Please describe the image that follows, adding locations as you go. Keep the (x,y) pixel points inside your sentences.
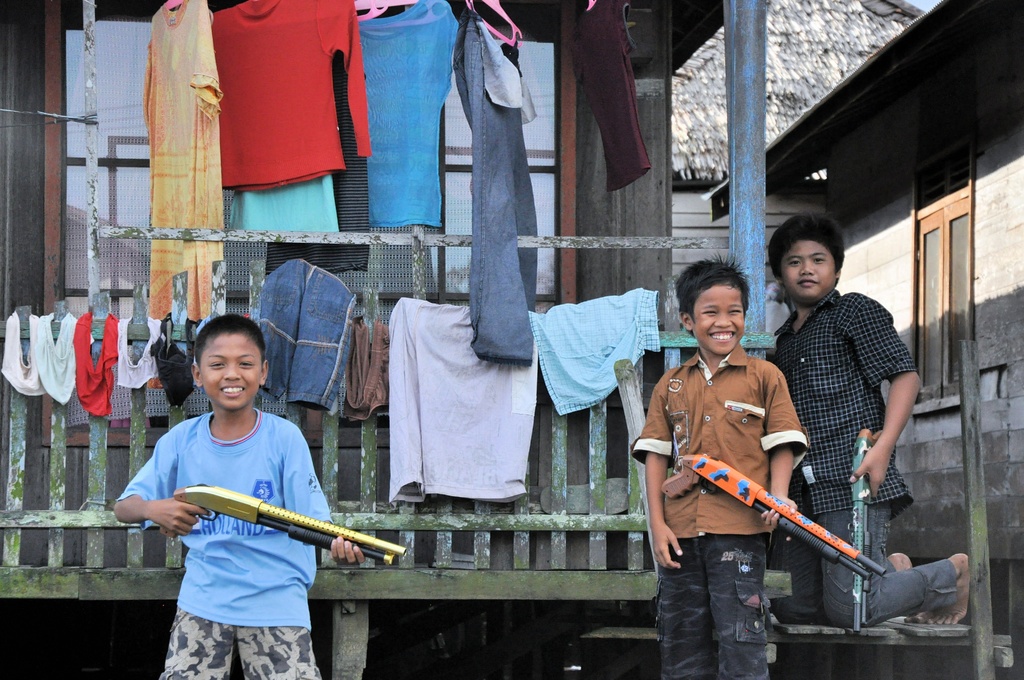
In this image I can see three persons (706,325) holding toy guns (319,533). I can see few clothes (340,302). In the background (63,447) I can see three buildings (710,217).
